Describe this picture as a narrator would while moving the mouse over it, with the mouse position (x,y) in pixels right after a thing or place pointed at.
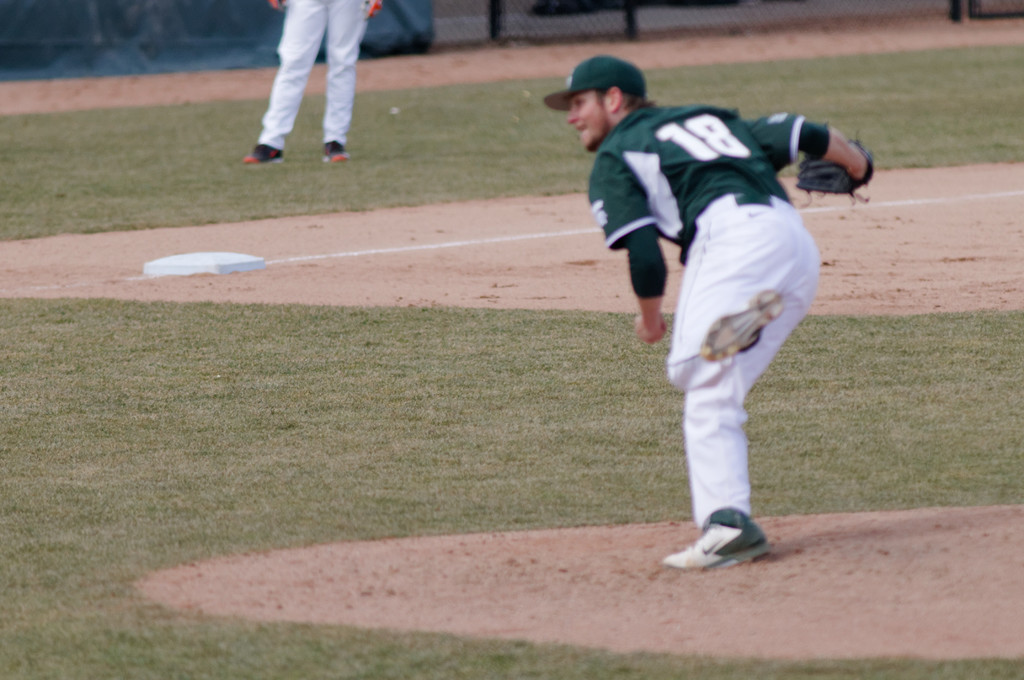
As we can see in the image there is grass (198,419), fence (709,17) and two persons (647,319). The man (824,147) in the front (699,364) is wearing green color hat (610,73) and green color shirt (685,155).
